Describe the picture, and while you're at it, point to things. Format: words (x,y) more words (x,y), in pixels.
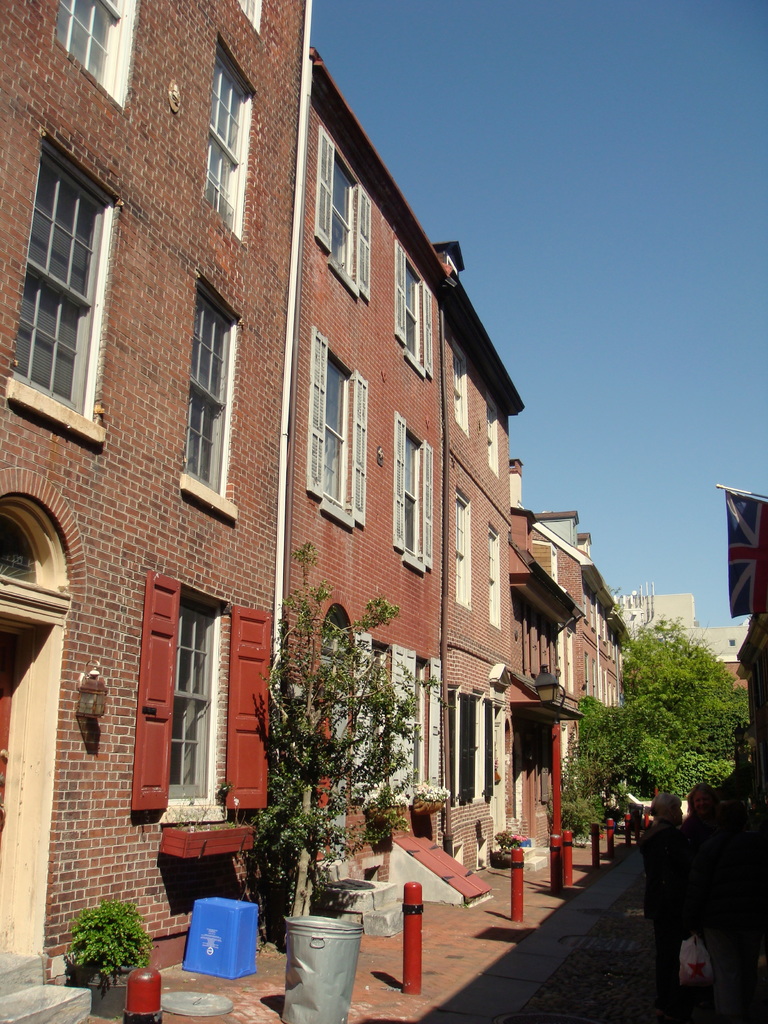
In this image there are people (676,851) standing on a pavement (612,864), in the background (491,837) there are iron poles (412,916) trees (730,699) building (400,632) and the sky (586,234).
